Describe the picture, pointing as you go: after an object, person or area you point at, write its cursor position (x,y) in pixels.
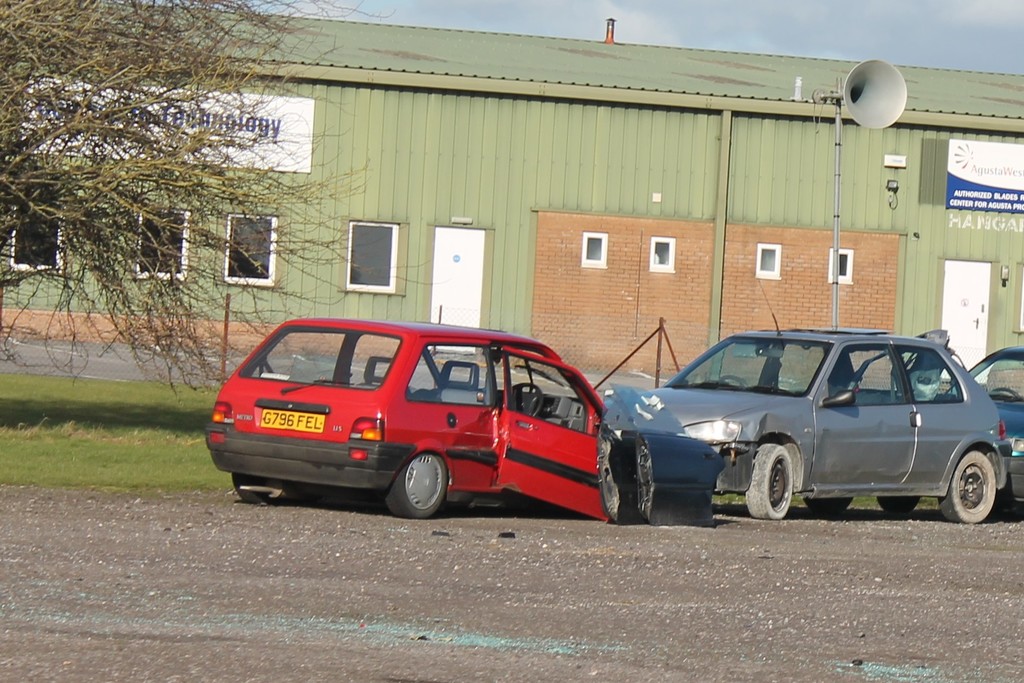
In this image we can see cars (548,476) on the ground (539,585). Here we can see grass (148,441), branches (164,285), boards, windows (242,255), doors (457,227), shed (929,201), and a pole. In the background (858,44) there is sky (731,44).
